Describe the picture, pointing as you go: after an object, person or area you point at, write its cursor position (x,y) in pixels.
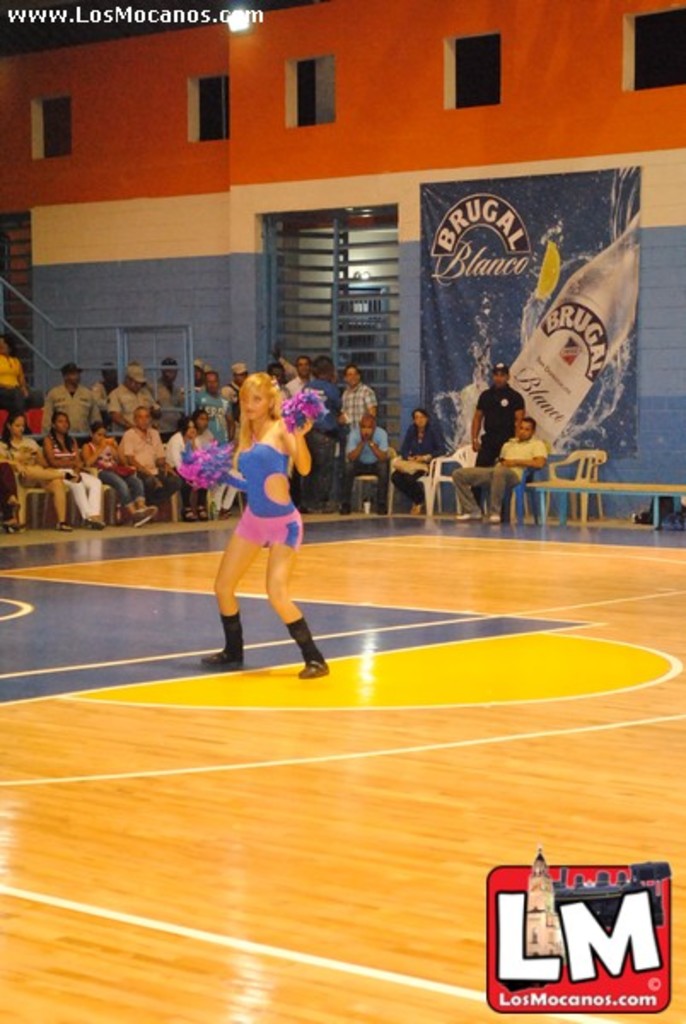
In this image there is a basketball court (339,695). On it there is a lady (269,430). Here there are few people (538,447) sitting on chairs (589,473), few (499,447) are standing. This is a banner (571,282). This is the door (364,284). these are the windows (219,84).
